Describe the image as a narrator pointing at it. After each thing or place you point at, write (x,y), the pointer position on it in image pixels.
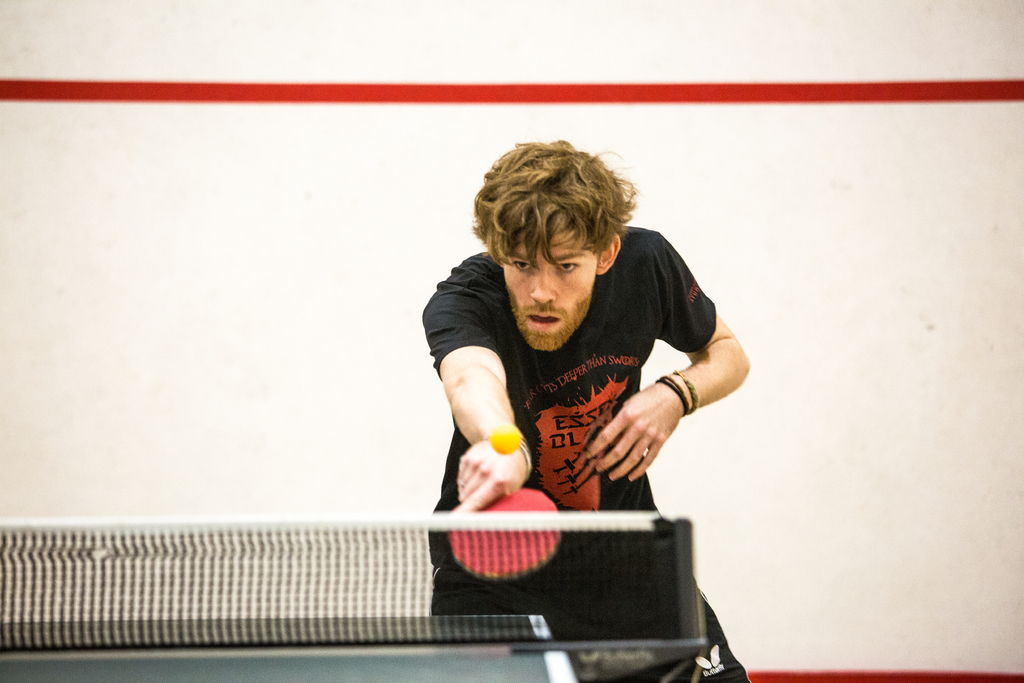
In the middle of this image (640,331), there is a person (518,354) in a black color t-shirt (504,338), holding a red color bat (533,493) with a hand (462,471) and playing table tennis with a yellow color ball (512,431). In front of him, there is a net (430,563) attached to a wooden table (545,657). In the background (402,196), there is a white wall (421,132), on which there are two red colored lines (924,91).
